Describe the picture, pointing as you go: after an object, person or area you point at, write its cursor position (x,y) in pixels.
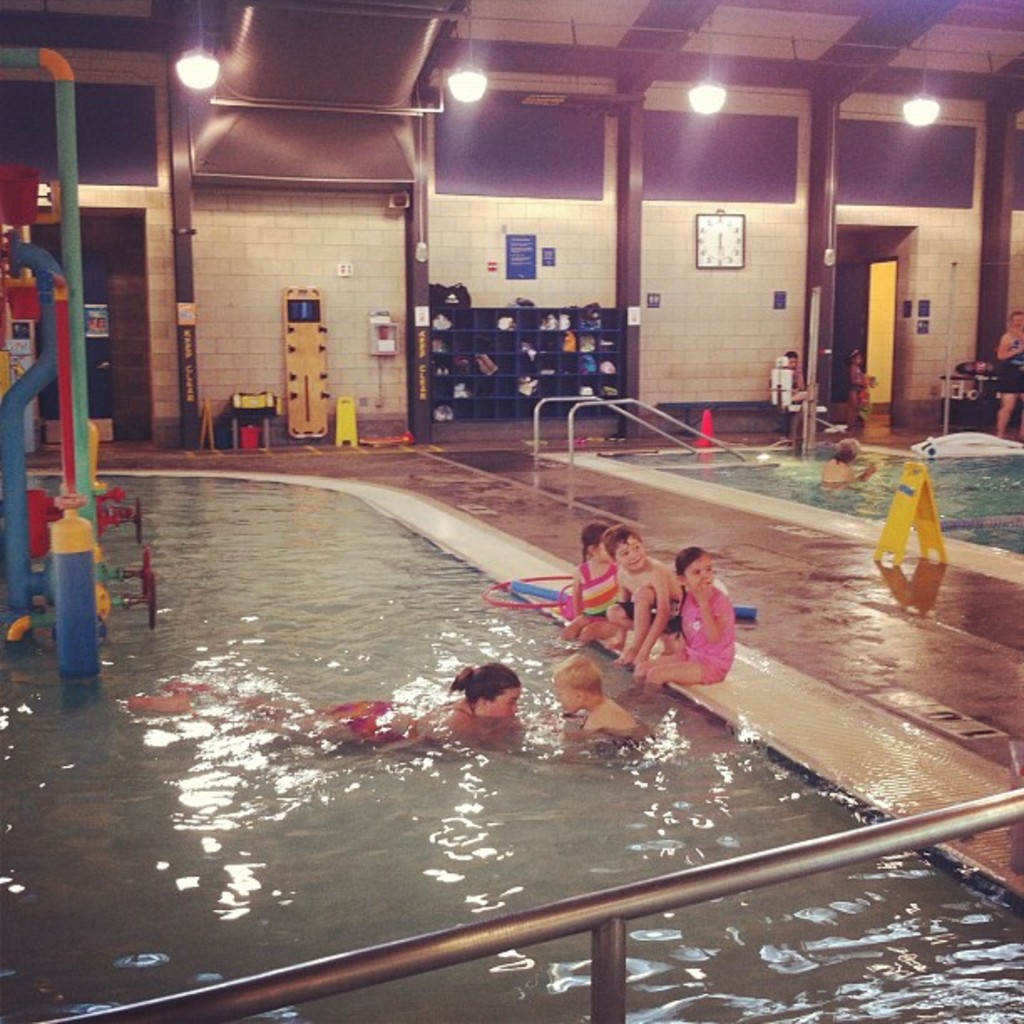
In the image we can see there are many people (659,680) and this person (365,721) is swimming. This is a water (135,920), cupboards (533,378), light (478,86), clock (699,254) and other objects (220,433). This is a floor (1009,737).
